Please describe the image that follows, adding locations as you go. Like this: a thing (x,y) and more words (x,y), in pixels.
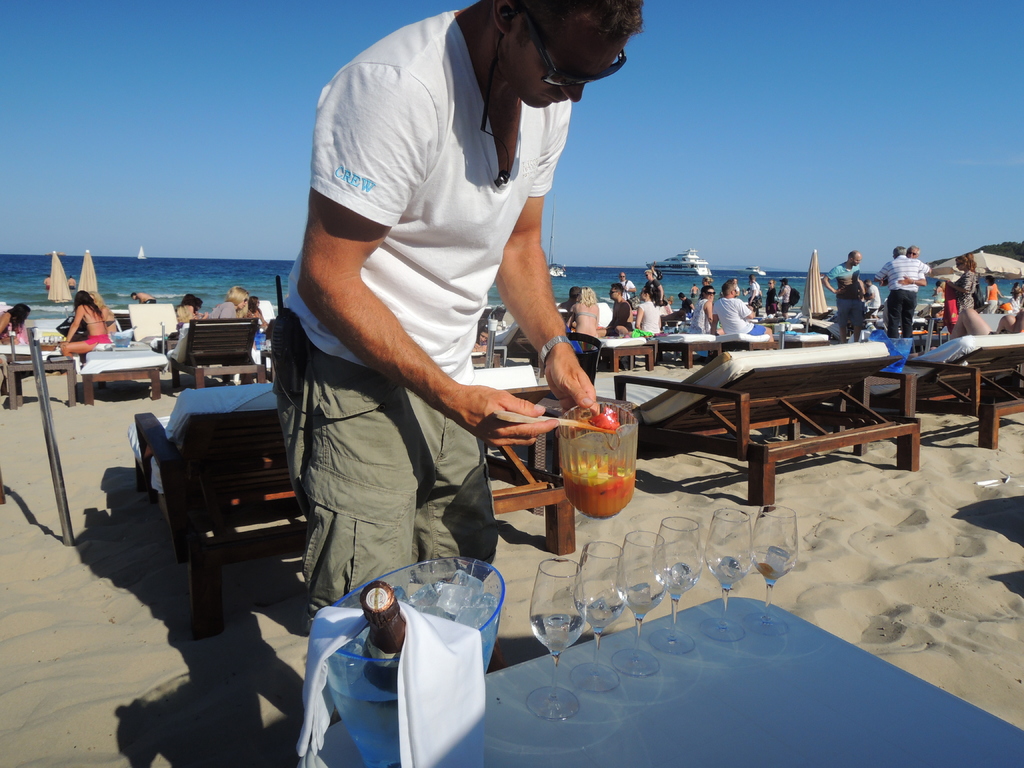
The person (426,205) wearing white shirt (439,187) is holding a jar (573,443) and there is a table (645,684) in front of him which has glasses (678,607) on it and there are few people (658,319) in the background (757,299) and there is a ocean (194,276), ships (663,269) in the background (206,269).
